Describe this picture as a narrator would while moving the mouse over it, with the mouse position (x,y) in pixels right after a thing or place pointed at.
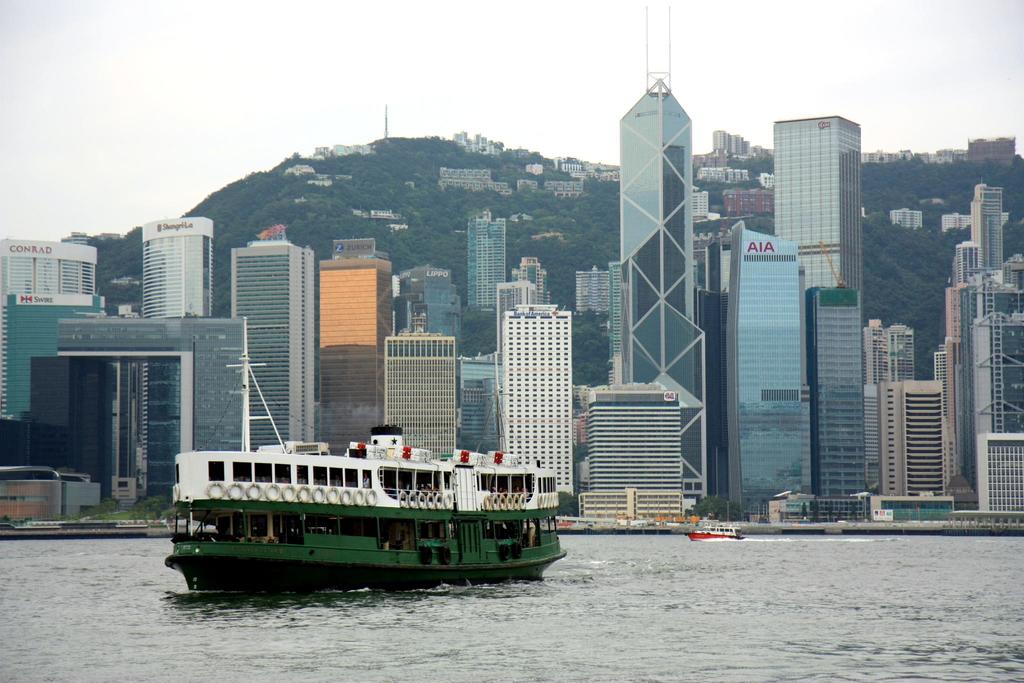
In this image at the bottom (565,613) there is a river (427,613) in that river (427,613) there are some boats (468,550), and in the background (734,357) there are some skyscrapers (700,340), buildings (819,223), trees (465,209) and mountains (944,175). At the top of the image (518,78) there is sky (324,89).
